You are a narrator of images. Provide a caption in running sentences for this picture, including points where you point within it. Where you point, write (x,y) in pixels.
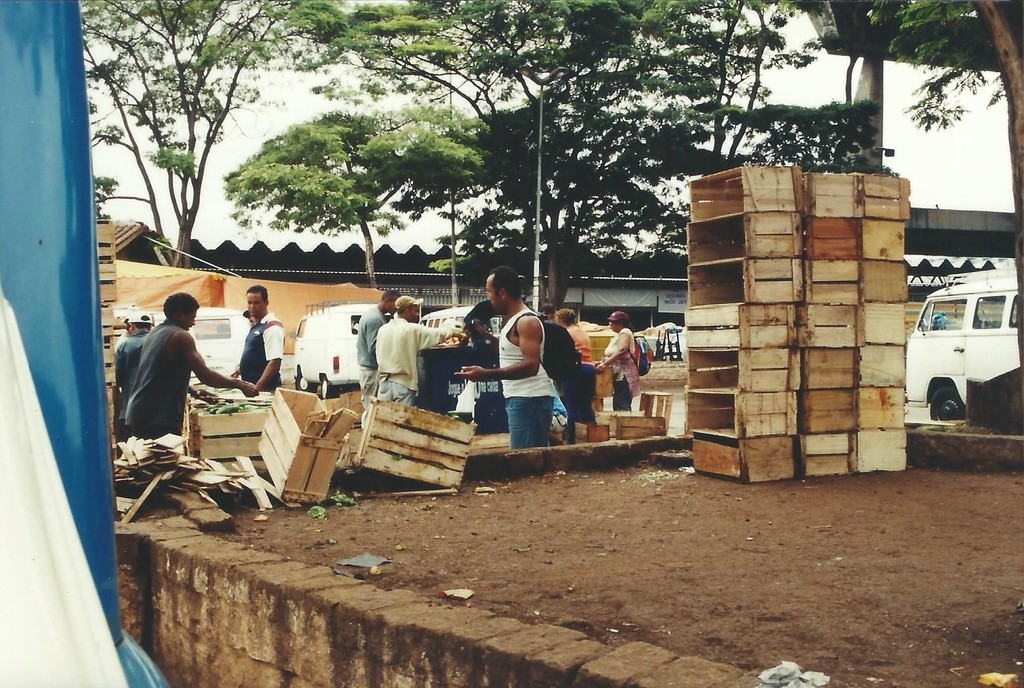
In this image there are some people (360,379) who are standing and some of them are holding some bags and some of them are wearing bags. At the bottom (308,539) there is sand (725,524) and some wooden boxes (803,374), in the background (647,311) there are some houses (280,265), trees (669,128) and some vehicles (951,367). On the left side (44,451) there are some curtains (63,471).
